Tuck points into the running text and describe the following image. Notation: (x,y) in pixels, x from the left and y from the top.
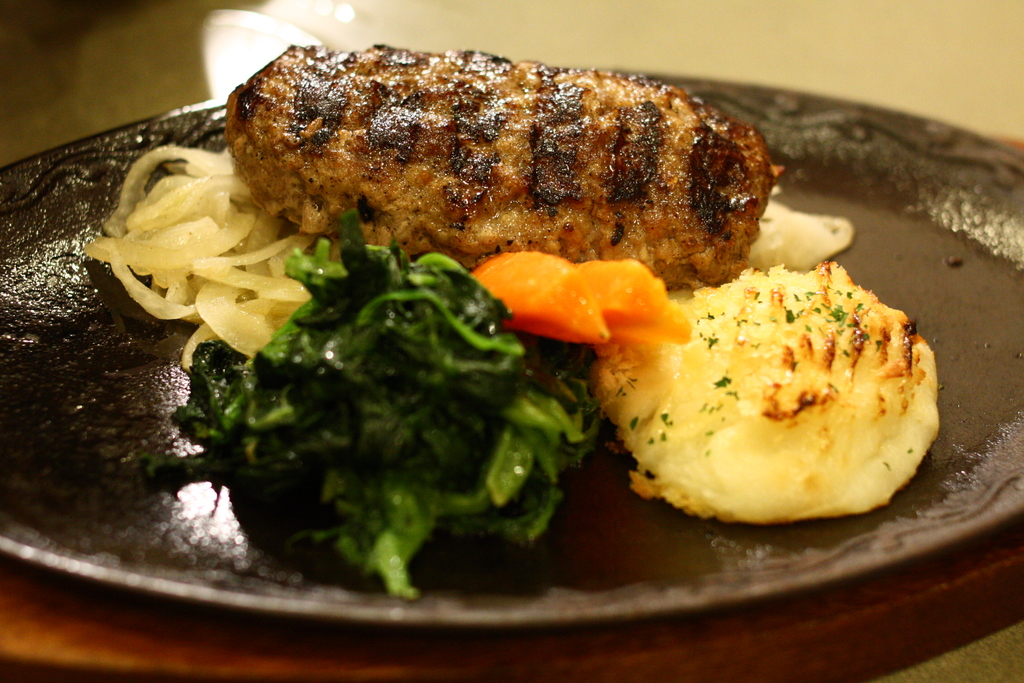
In this image I can see a black colour plate (937,486) and different types of food (415,219). I can also see colour of these food (538,387) are brown, green, orange and cream.
